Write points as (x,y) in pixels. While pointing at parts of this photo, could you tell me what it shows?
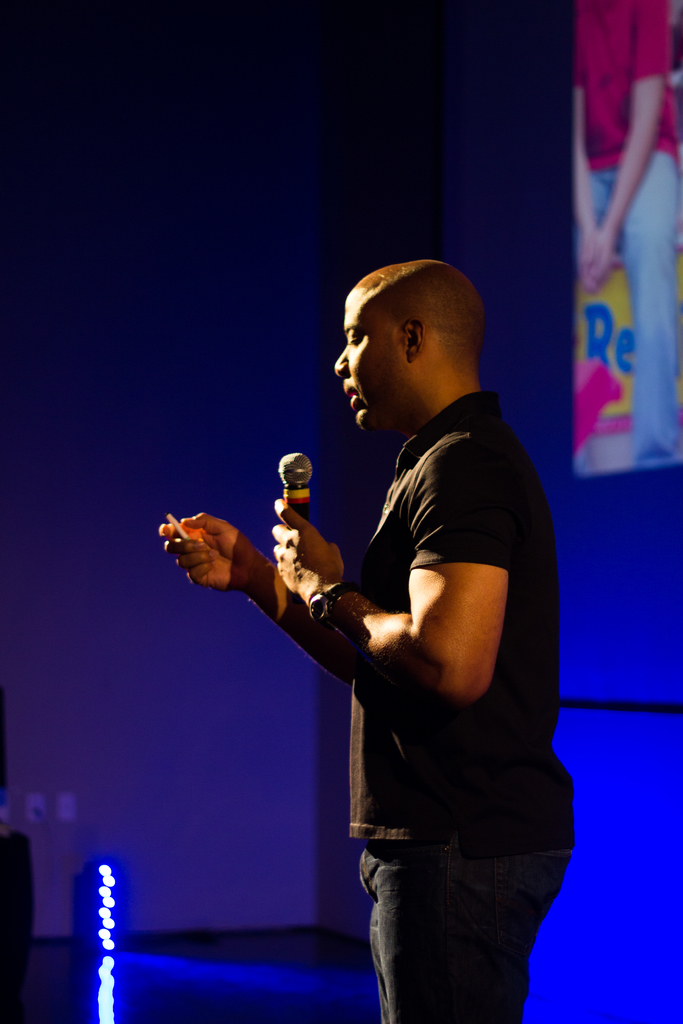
In the picture we can see a man (472,784) holding a microphone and standing and he is wearing a T-shirt (488,475) which is black in color with a bald head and in the background (623,784), we can see a wall (73,354) and blue color focus light (610,784) on it and in the top of the wall (521,368) we can see a hoarding (582,140) with a person image (651,302) on it.
